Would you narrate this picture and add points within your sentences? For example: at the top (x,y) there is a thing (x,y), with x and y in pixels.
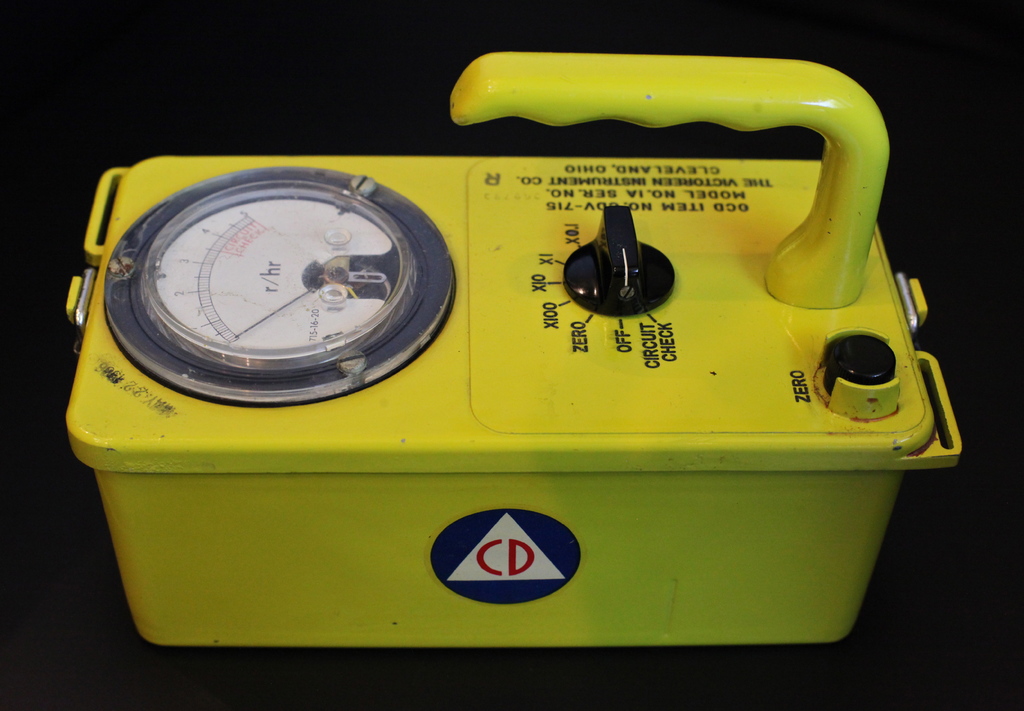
In this image there is a victoreen instrument (471,437) on the black color surface (1020,464).
